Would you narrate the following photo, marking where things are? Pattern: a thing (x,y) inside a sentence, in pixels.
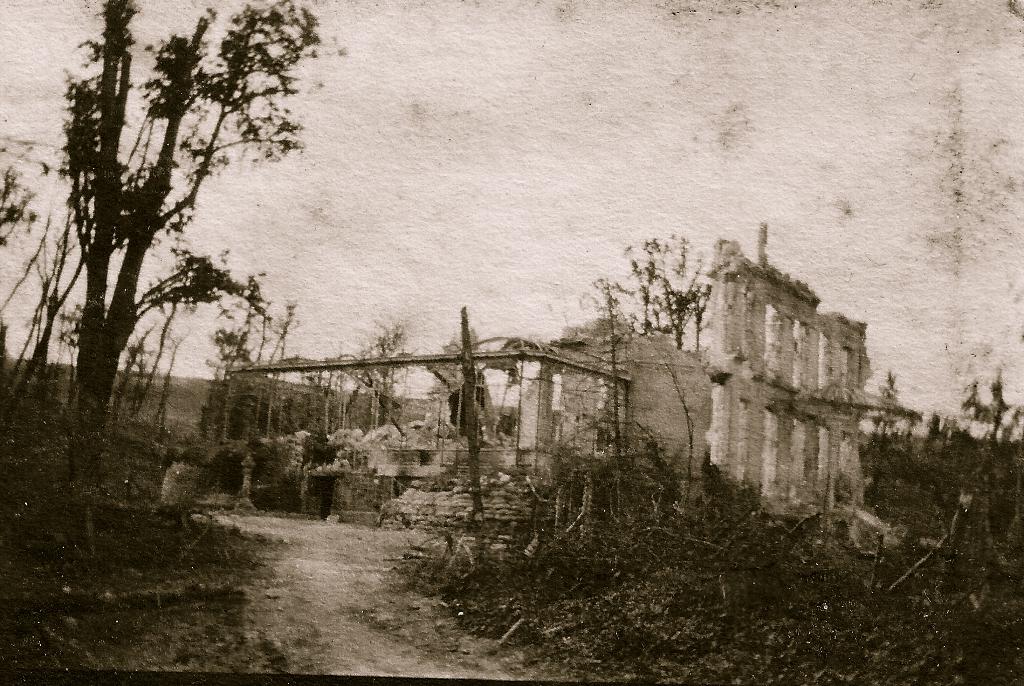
In this image there are plants (826,635), trees (464,359), a collapsed house (547,340), and in the background (612,256) there is sky (501,198).
